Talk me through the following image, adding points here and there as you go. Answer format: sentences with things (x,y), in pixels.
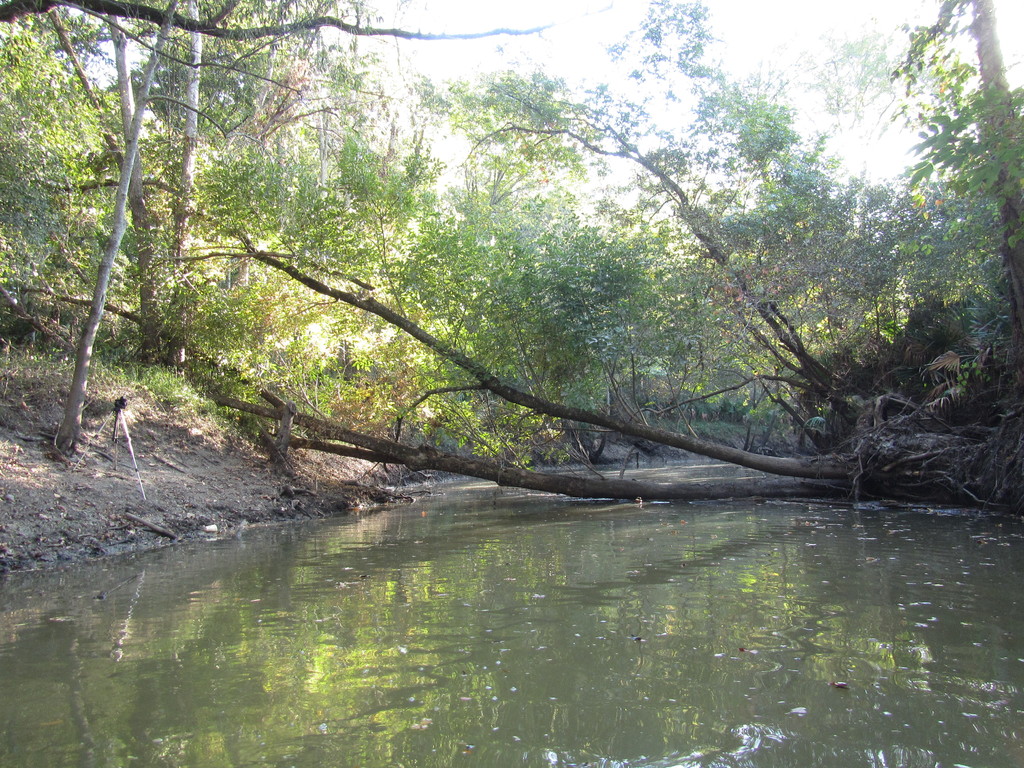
In this image I can see at the bottom (331,563) it looks like a pond (653,639). In the middle (627,331) there are trees (599,297).
